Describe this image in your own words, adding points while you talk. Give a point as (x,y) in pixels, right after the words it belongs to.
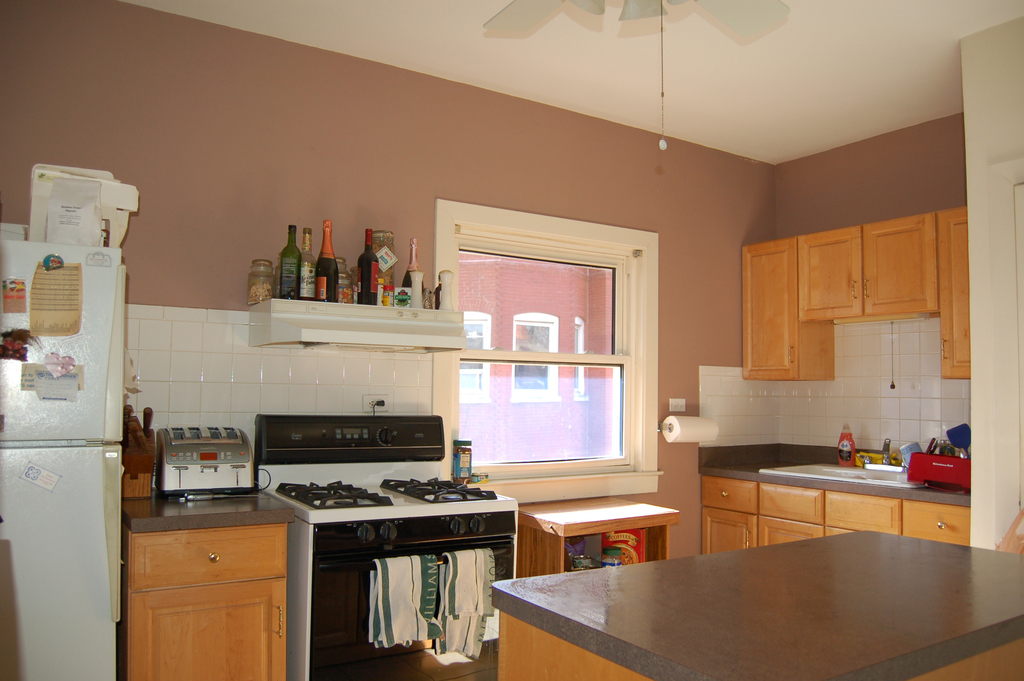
This is clicked inside a kitchen (207,109), there is a window (521,463) in the middle of the wall (433,413) with stove (413,435), table (168,567) and refrigerator (66,558) on the left side of it and racks (716,494), cupboards (714,513) on the right side of it and beside the window (533,298) there is shelf (333,316) with wine bottles (360,281) over it and above there is fan (636,10) on the ceiling (643,64).
